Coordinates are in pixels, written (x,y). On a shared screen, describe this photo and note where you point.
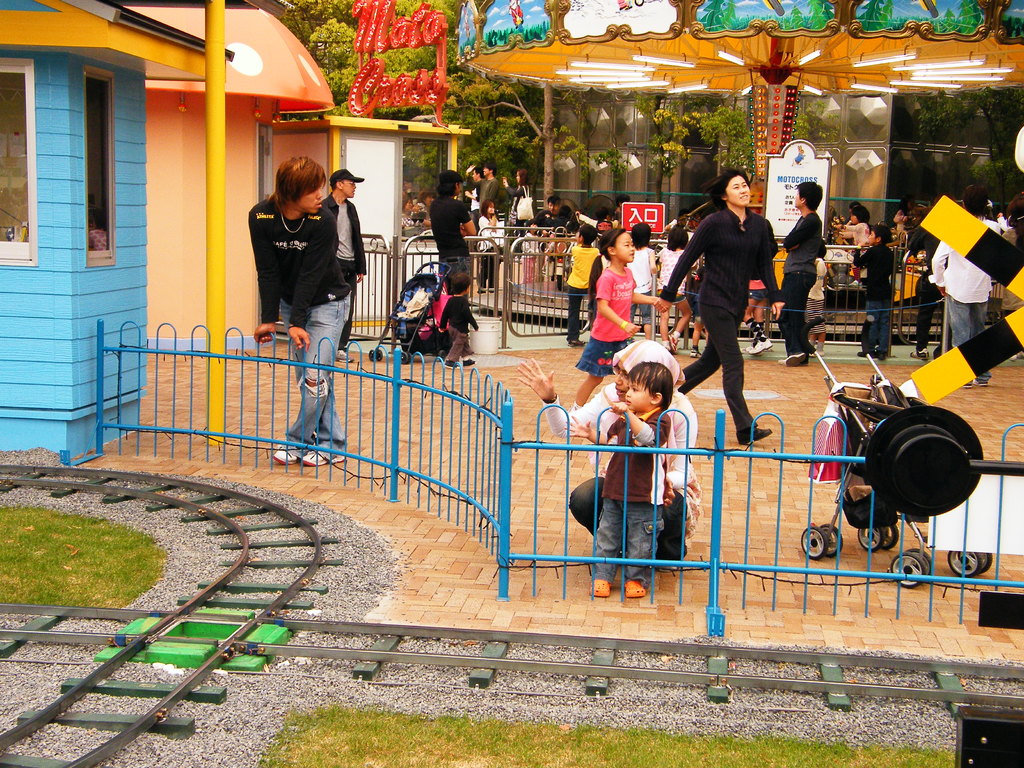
This is an outside view. At the bottom (109,664) I can see the tracks (208,668) on the ground (331,692). Beside there is a railing (313,419). On the right side (956,303) I can see a crowd of people (570,342) on the ground (509,355). On the left side (118,205) there are few cabins (154,199). In the background (610,73) I can see few games (726,60) and trees (514,136) and there are many children (531,267). On the right side (849,498) there is a baby chair (865,508) on the floor (762,547) and there is a person (589,489) and a baby (638,457) are looking at the left side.
